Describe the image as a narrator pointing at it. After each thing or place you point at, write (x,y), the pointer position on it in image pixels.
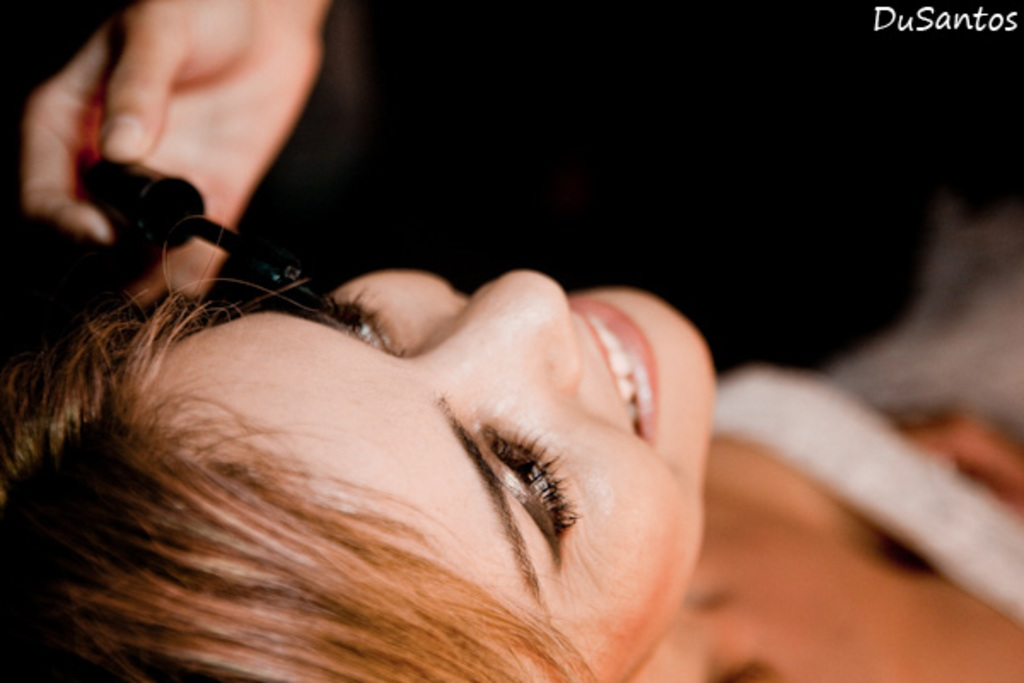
In this image in the center (507,411) there is one woman (492,478) who is smiling and there is another person's hand (152,151) is visible, and she is holding some object (161,214).
